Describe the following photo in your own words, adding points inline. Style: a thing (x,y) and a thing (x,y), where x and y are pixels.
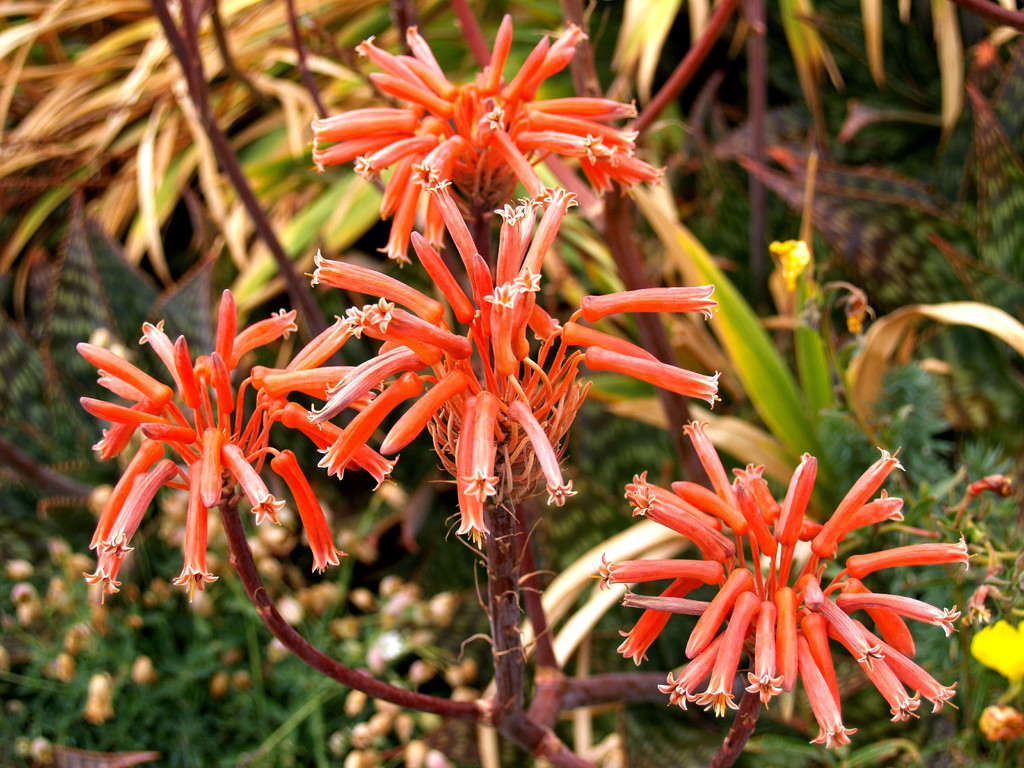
In this image we can see a group of flowers (463,365) and plants (357,253).
